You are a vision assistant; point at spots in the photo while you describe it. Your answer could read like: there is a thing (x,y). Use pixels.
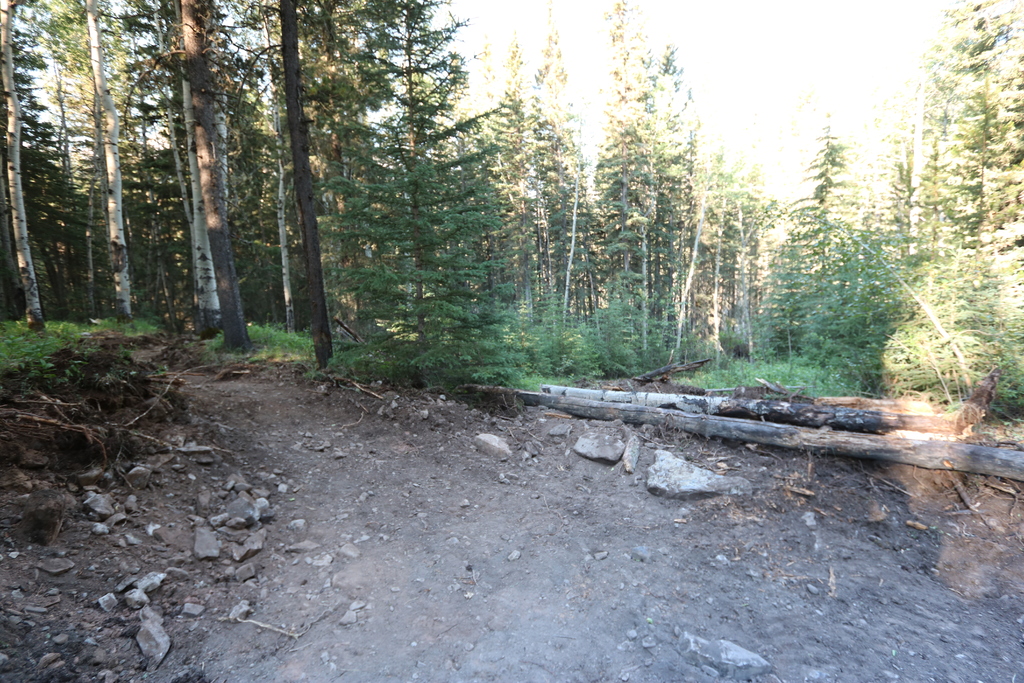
We can see stones (236,508), wooden objects (760,436), grass (273,343) and trees (361,261). We can see sky (152,135).
